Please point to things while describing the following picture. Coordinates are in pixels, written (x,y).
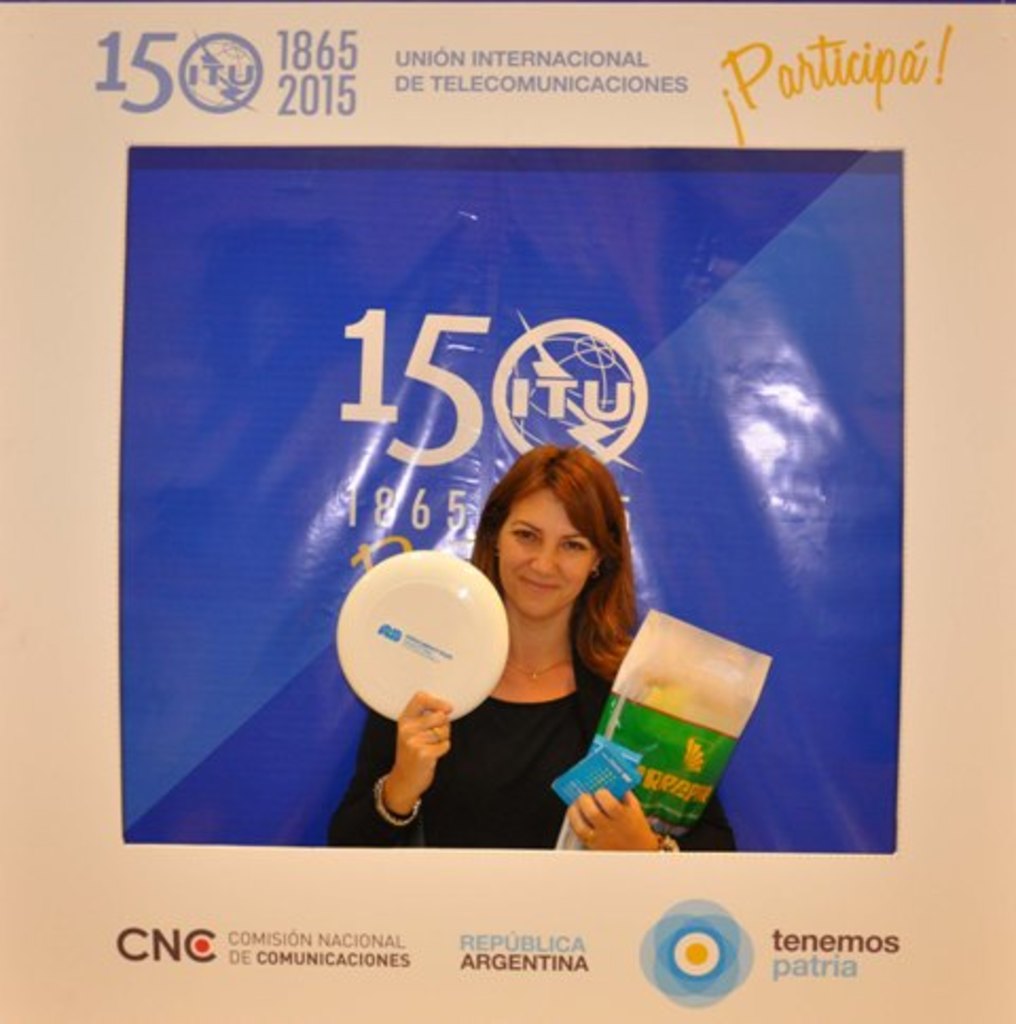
In this image I can see a poster (774,617). On the poster (578,440) there is a picture (646,537) of a person (597,568) holding some objects (431,604). Also there are words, numbers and logos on the poster (613,100).
